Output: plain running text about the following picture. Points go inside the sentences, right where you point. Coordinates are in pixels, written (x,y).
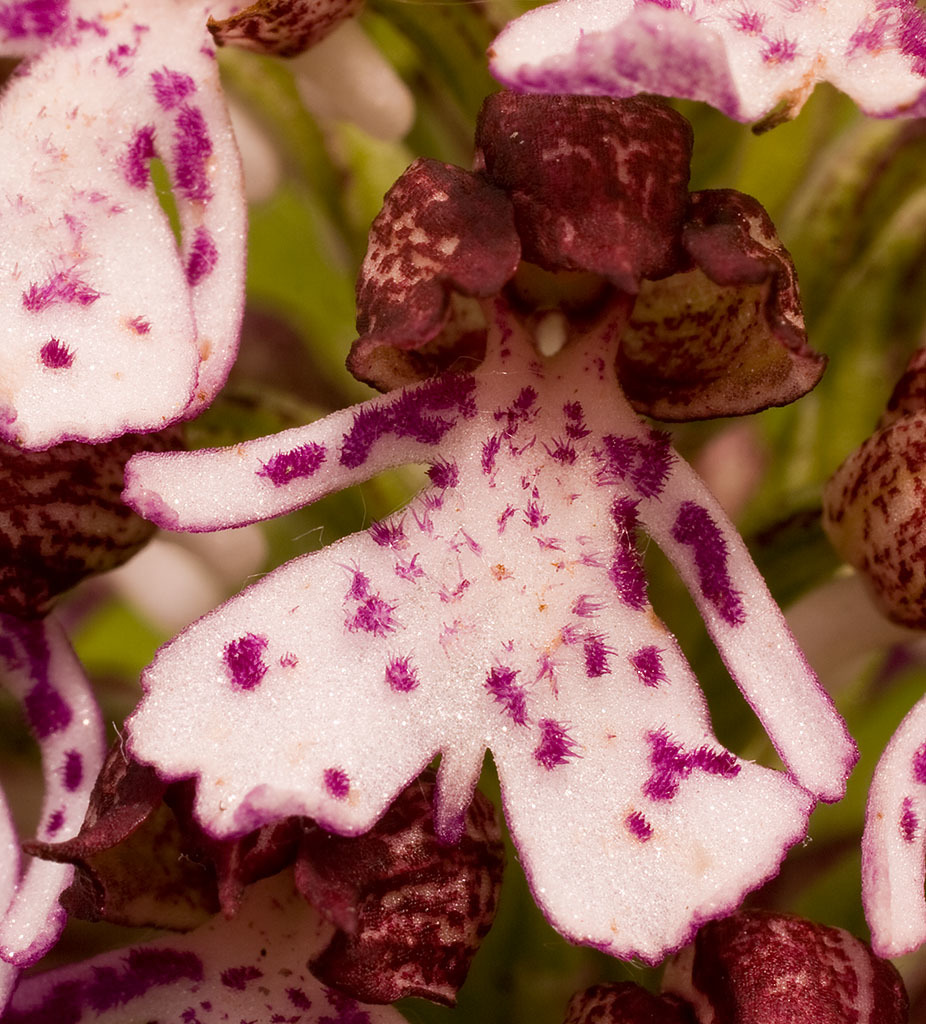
In the center of the image (347,360) there is one flower (446,183).
